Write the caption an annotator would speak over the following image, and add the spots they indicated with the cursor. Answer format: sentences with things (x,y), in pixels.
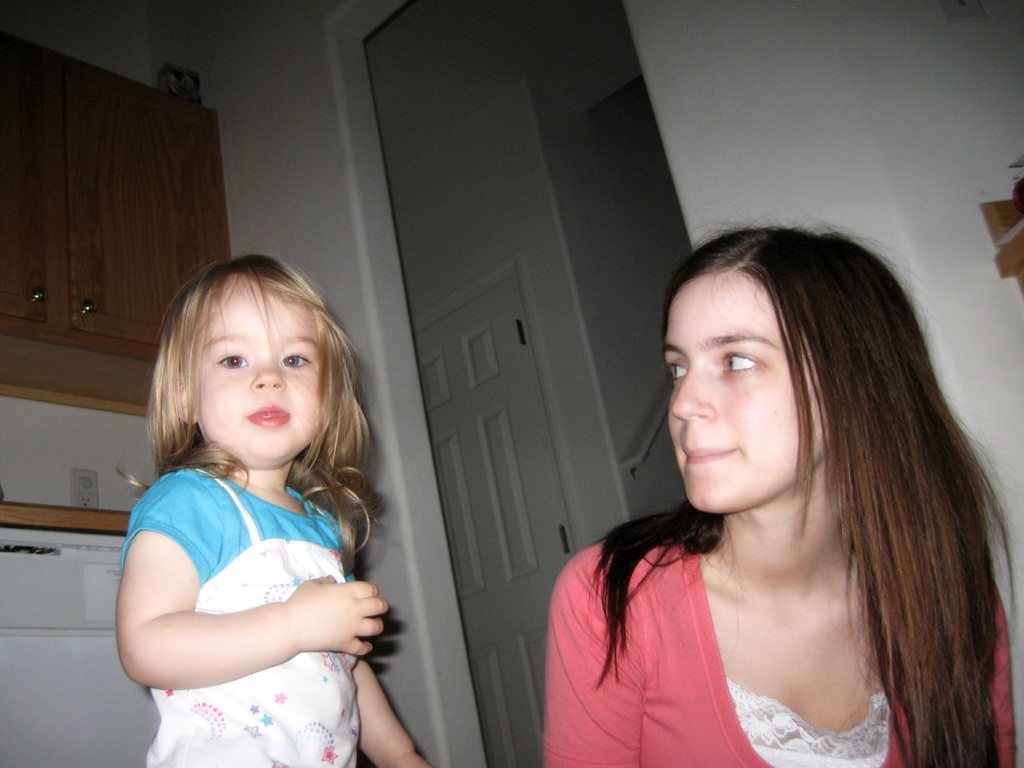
In this image there is a small girl (302,355) standing beside the lady (877,356), behind them there are wooden cupboards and door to access.
